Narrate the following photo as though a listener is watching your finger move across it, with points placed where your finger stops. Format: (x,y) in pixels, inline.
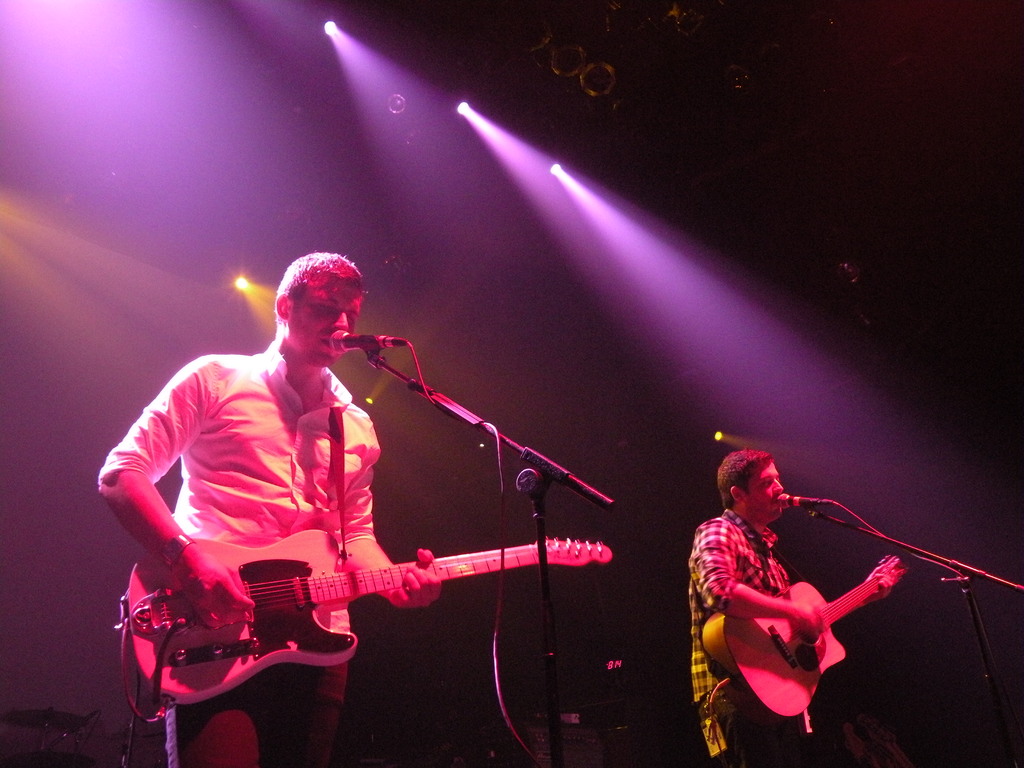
In this image at the left bottom (200,552) we can see a person (309,391) holding guitar (318,576) and seems like he is singing something, in front of him there is a microphone (363,340) which he is using for singing loudly. On the right side (751,536), there is another person (749,587) holding guitar (764,643) and singing. It seems like some music concert is going.
